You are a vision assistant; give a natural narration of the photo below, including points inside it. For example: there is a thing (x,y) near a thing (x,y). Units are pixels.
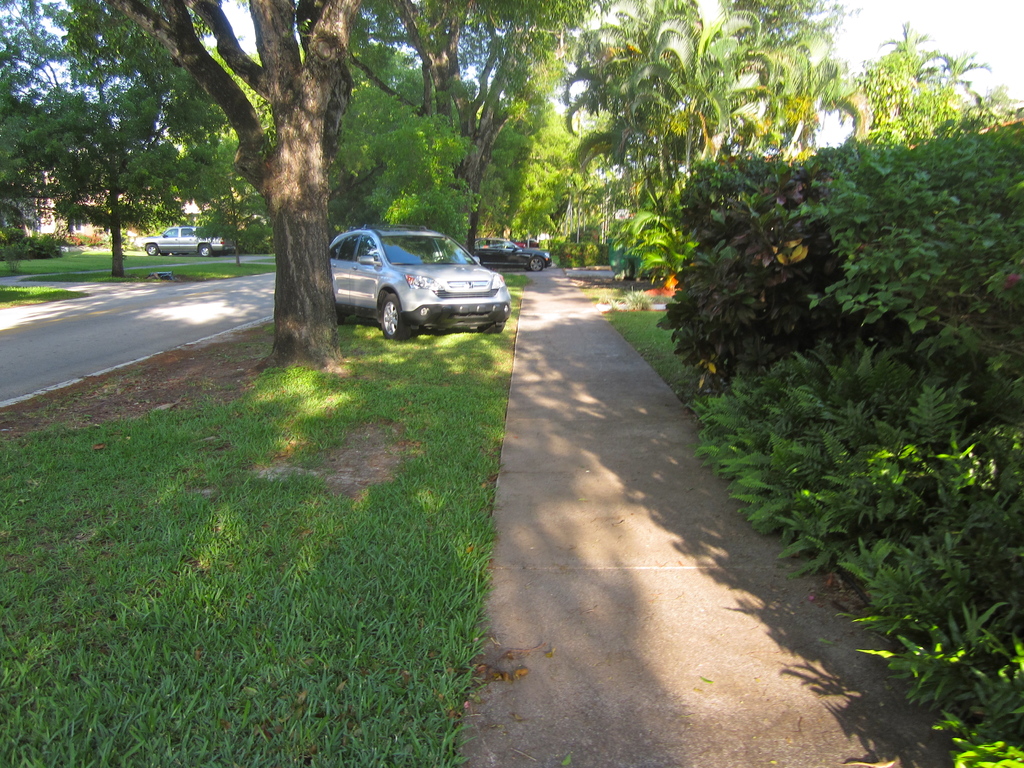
In this picture I can see vehicles (366,312), there are plants (635,289), grass (273,577), and in the background (651,83) there are trees (369,138).
